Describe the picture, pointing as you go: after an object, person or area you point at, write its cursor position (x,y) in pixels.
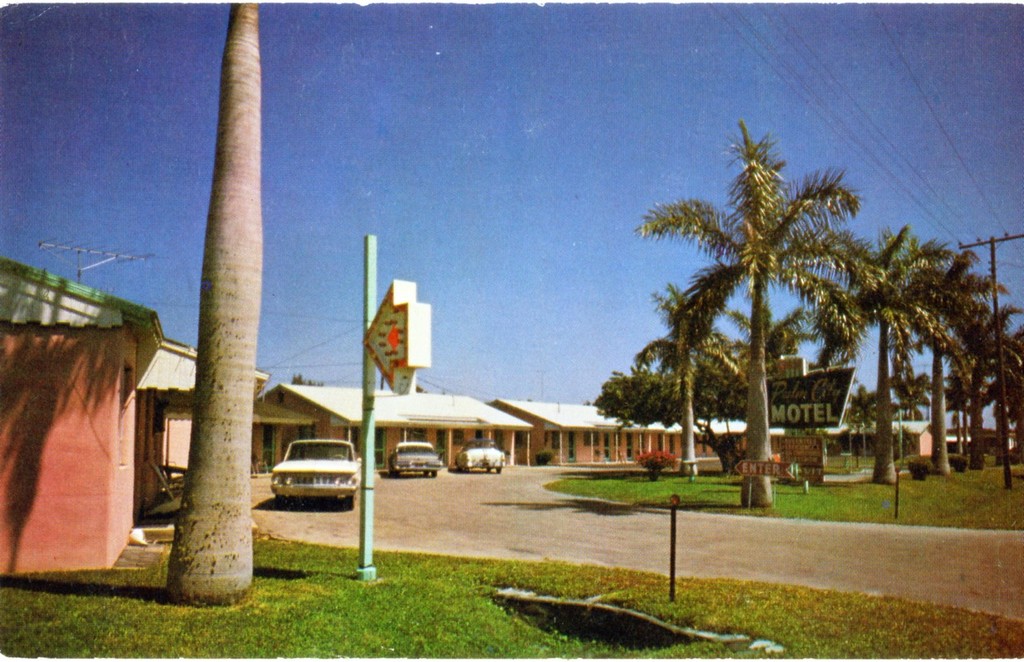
In this image, we can see some trees (978,346) and roof houses (402,413). There are cars (412,461) on the road (508,514). There is a stem (237,431) on the left side of the image (227,249). There are poles (372,476) beside the road (698,558). There is a sky (580,205) at the top of the image (503,54).
